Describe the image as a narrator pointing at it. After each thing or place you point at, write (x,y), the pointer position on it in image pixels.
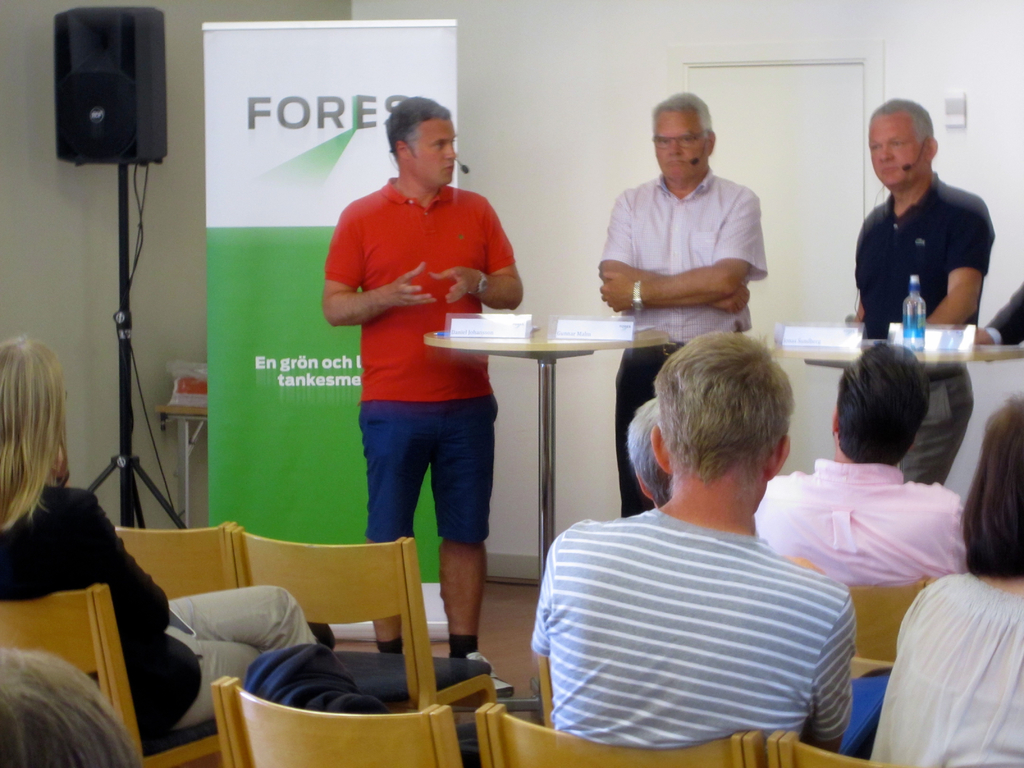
In the picture I can see people (702,478) among them some are standing and some are sitting on chairs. In the background (598,396) I can see a door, a wall (617,353), a sound speaker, a banner (256,281) and some other objects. I can also see tables (500,349) which has some objects (856,341) on them.
